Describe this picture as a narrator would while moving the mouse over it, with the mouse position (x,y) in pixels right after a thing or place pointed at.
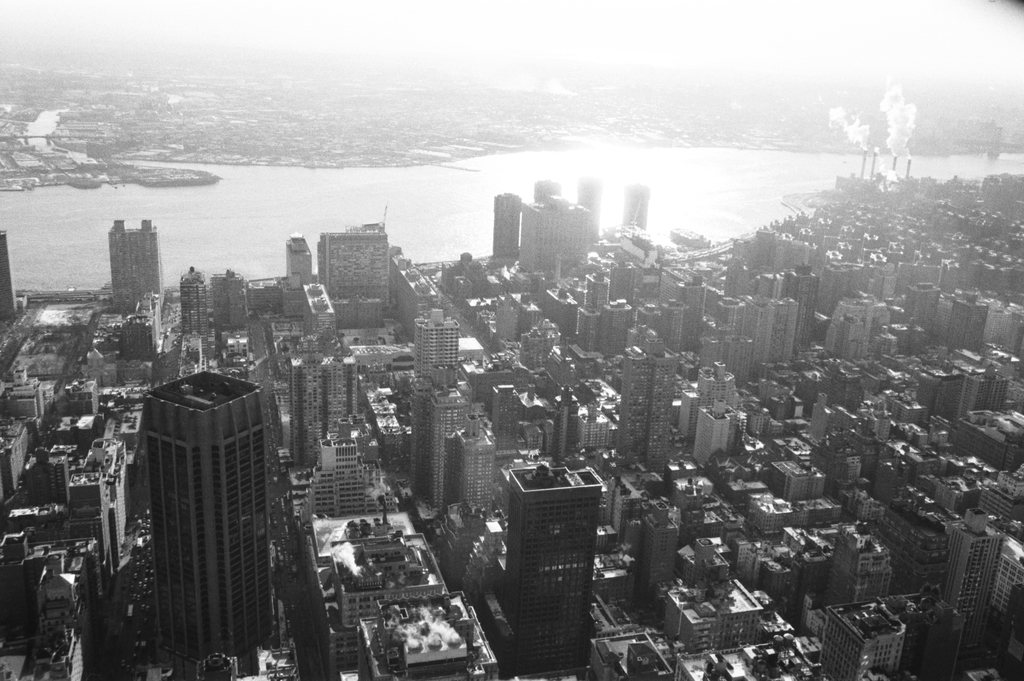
In this image in the middle (534,302) there are buildings (595,332), water (603,189), smoke (856,124).
